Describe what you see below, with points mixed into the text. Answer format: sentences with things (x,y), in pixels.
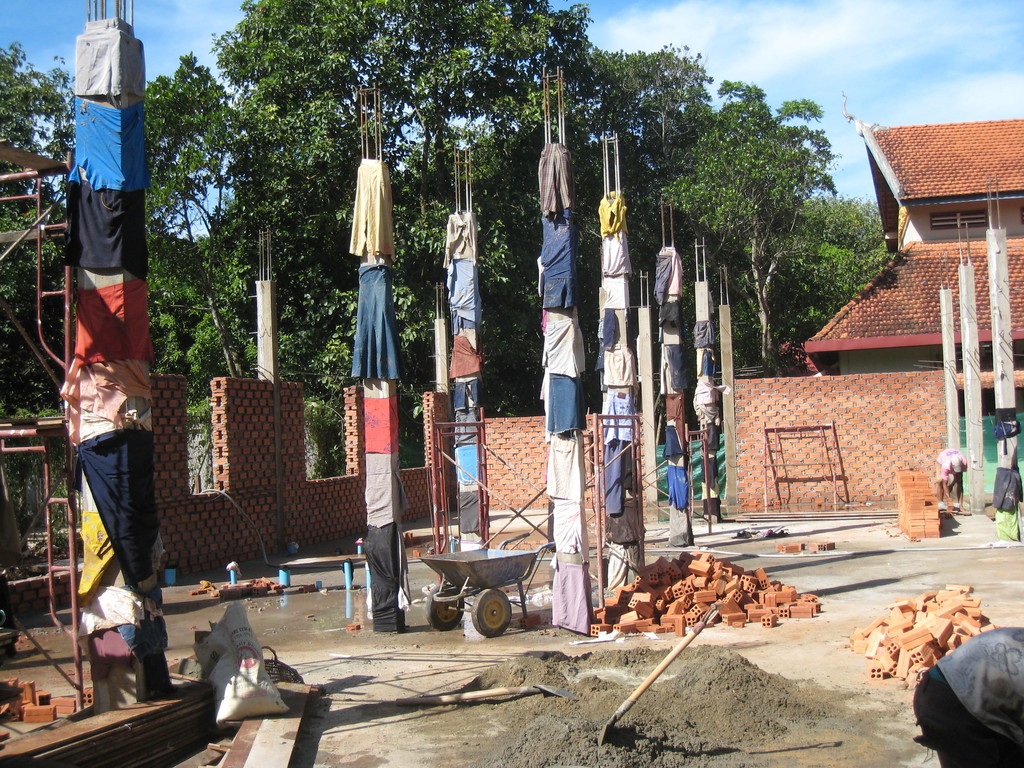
In the given picture, We can see couple of pillars (981,426) and bricks (687,598), few iron metals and behind the boundary wall (501,417), We can a couple of trees (428,131) and a house (896,227) after that, We can see few pillars (261,349) and t shirts (75,209) which is packed to pillars (124,686).
